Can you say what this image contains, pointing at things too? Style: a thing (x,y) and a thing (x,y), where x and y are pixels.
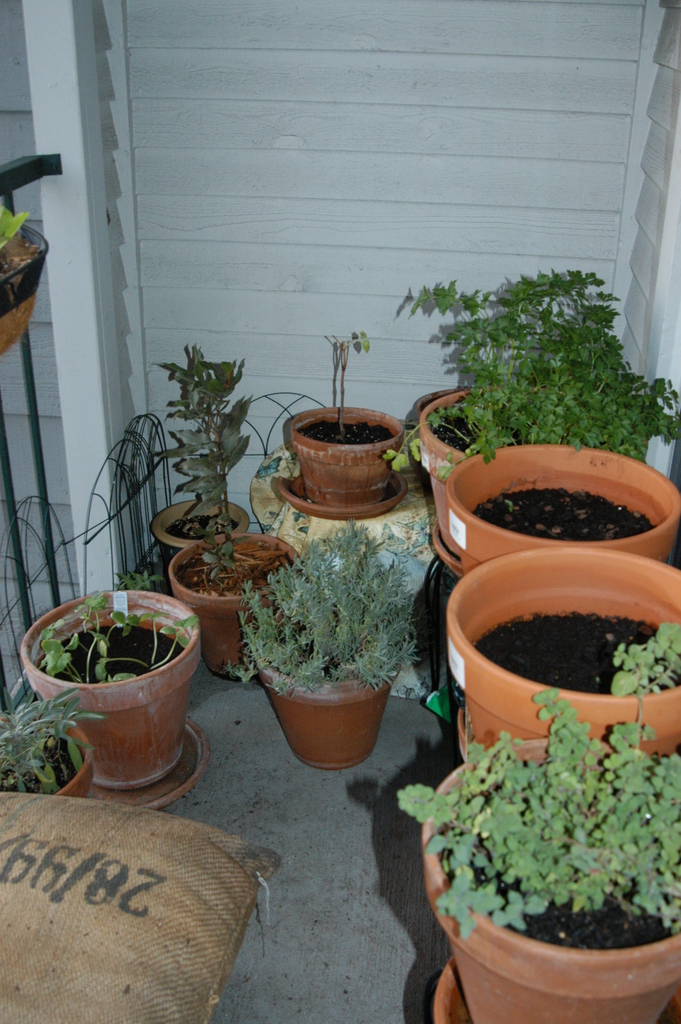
Here I can see few house plants (127,620) placed on the floor (343,937). In the bottom left (109,894) there is a bag (127,953). In the background (229,211) there is a wall (434,193).
